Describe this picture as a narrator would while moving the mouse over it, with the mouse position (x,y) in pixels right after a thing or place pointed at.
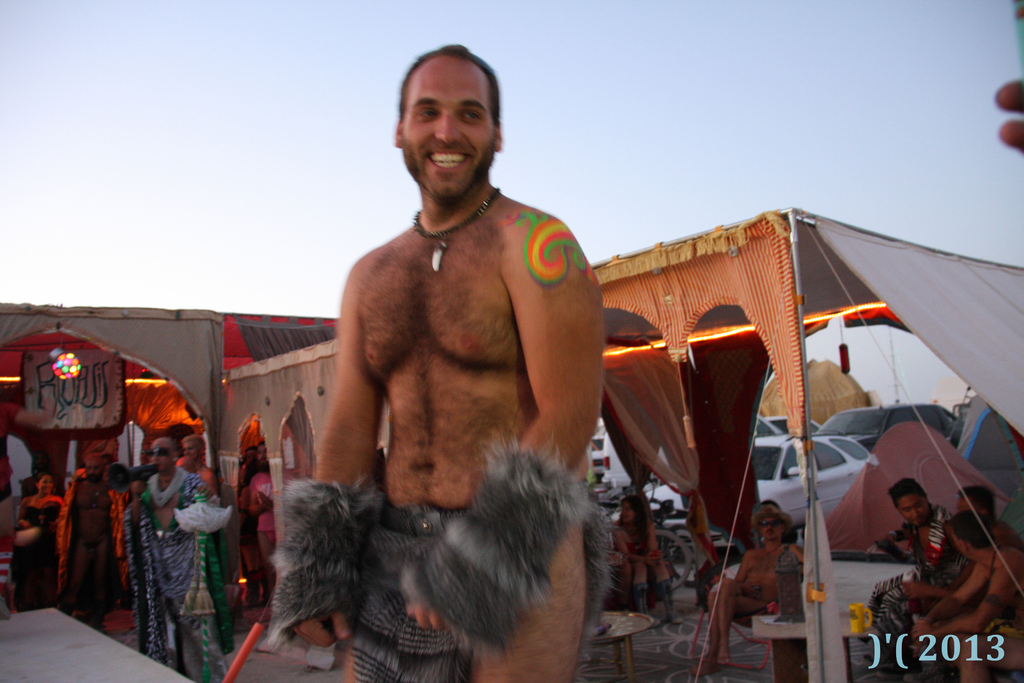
In this image in the front (455,349) there is a man (448,407) standing and smiling. In the background (249,403) there are tents (794,434), cars (853,453) and there are persons (134,502) standing and sitting and there is a banner (78,410) with some text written on it and there is a light (66,368) which is visible.
